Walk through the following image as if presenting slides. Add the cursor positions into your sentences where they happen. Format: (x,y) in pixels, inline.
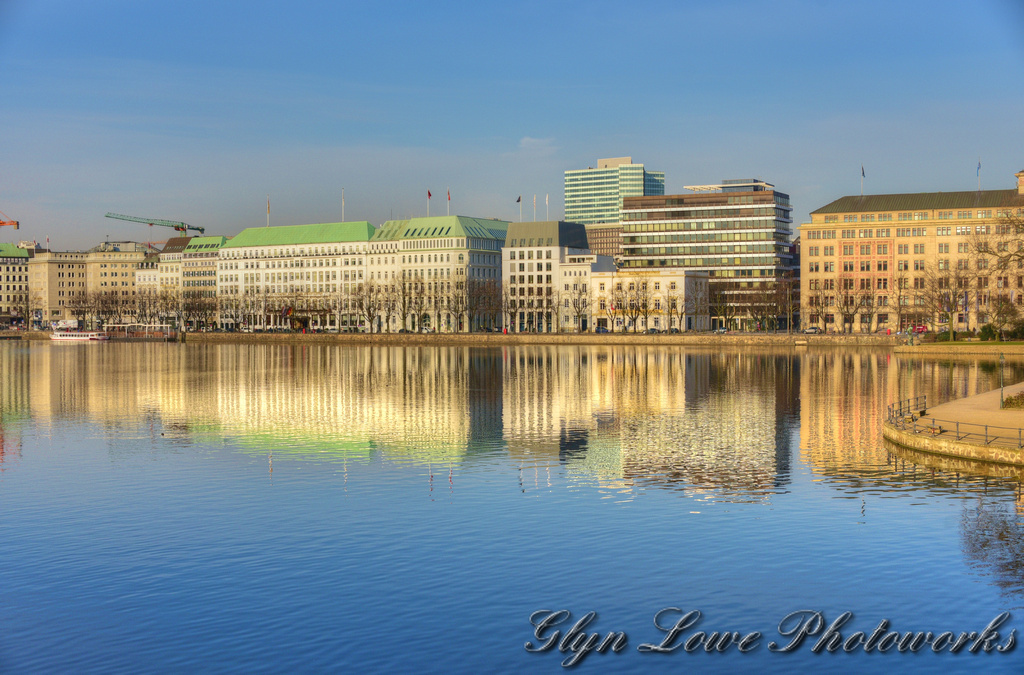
In this image we can see a group of buildings (536,284) with windows (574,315). We can also see some trees (631,310), a crane (181,225), the flags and the sky (287,116) which looks cloudy. On the right side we can see a street pole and a fence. On the bottom of the image (382,464) we can see a boat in a water body (495,508) and some text (705,647).
